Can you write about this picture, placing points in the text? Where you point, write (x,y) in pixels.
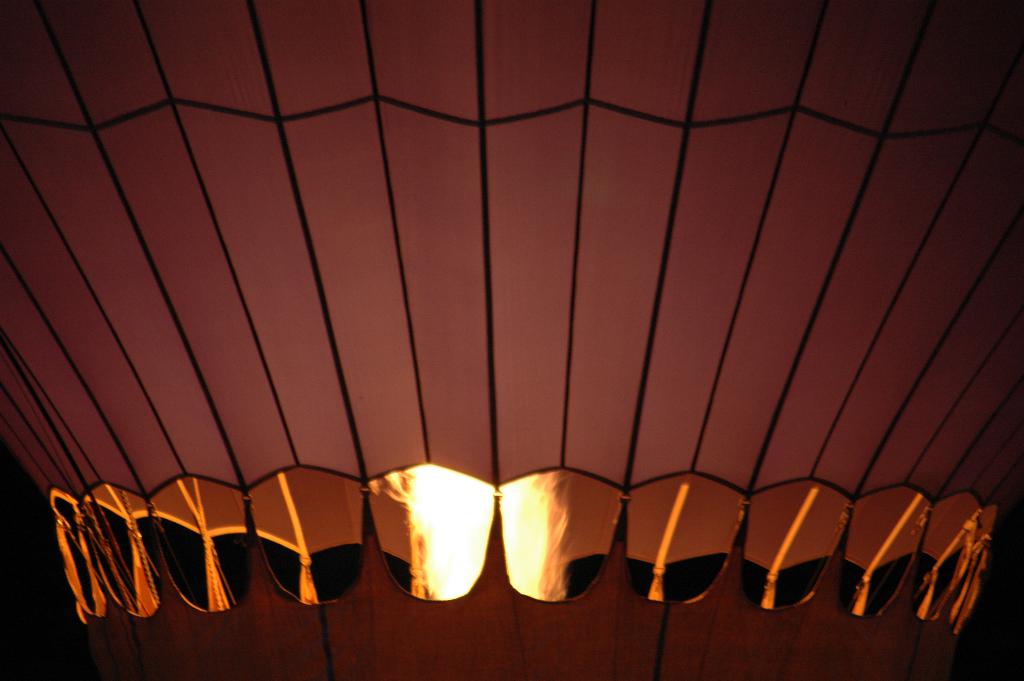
In this image in the foreground (896,358) there is a hot air balloon (501,537).
